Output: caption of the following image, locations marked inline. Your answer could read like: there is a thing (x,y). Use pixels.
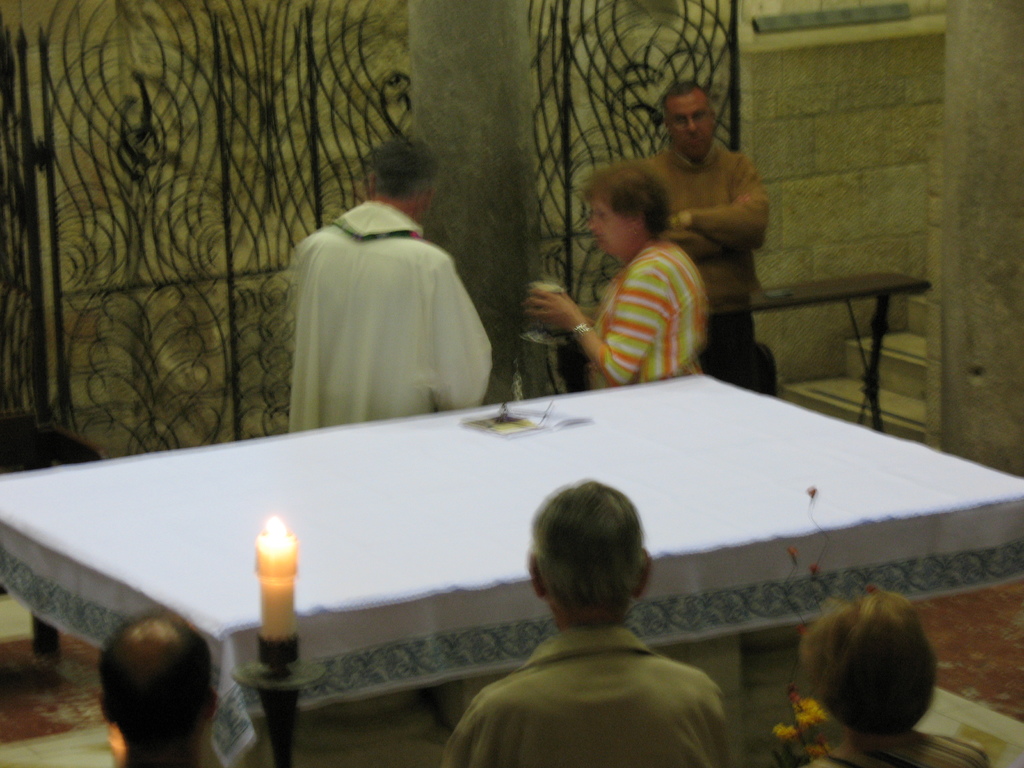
In this picture, we see three people (397,350) standing near the table (403,563). In the middle of the picture (461,474), we see a table (658,503) which is covered with white cloth (732,526) on which book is placed. On the bottom of the picture (142,753), we see three people (584,712) standing and on background (441,131), we see a pillar (453,70) and gate (157,413) which is black in color. On the right corner of picture (862,269), we see staircase (910,359) and wall (983,390).
